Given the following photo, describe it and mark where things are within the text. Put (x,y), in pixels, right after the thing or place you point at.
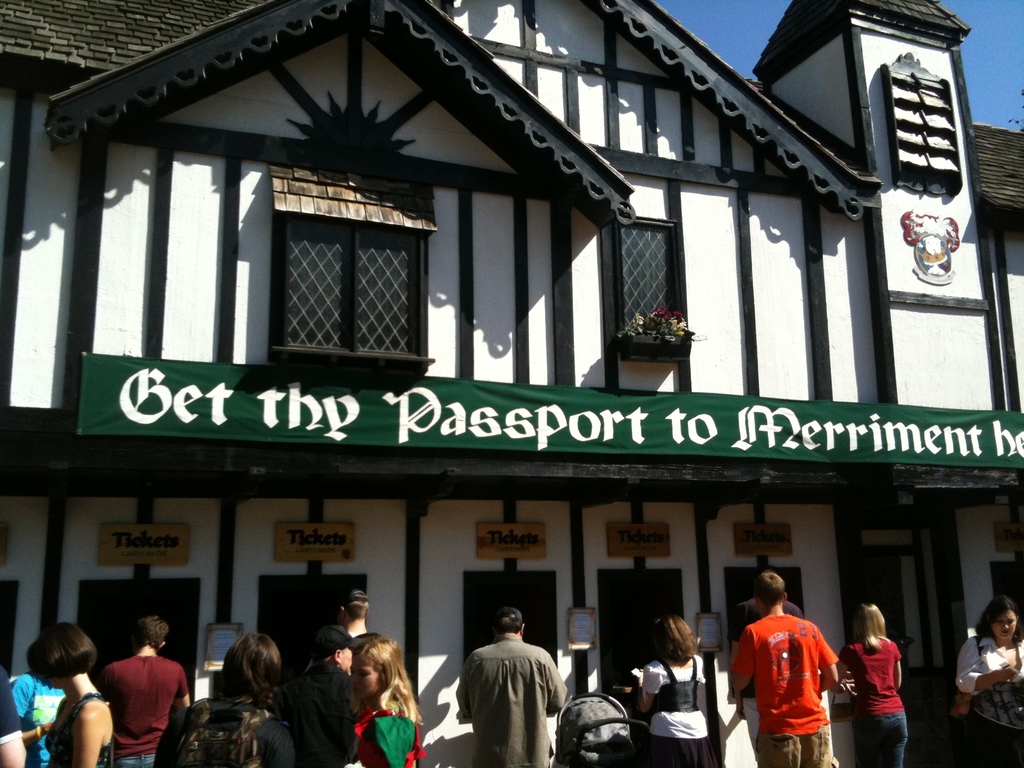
At the bottom of the picture (392,758), we see people (478,673) standing in the line (790,705) on the road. In front of them, we see a building (470,486) in white color. There is a green board (602,434) with some text (900,436) written on it. I think this is a ticket booth (643,504). It is a sunny day.
